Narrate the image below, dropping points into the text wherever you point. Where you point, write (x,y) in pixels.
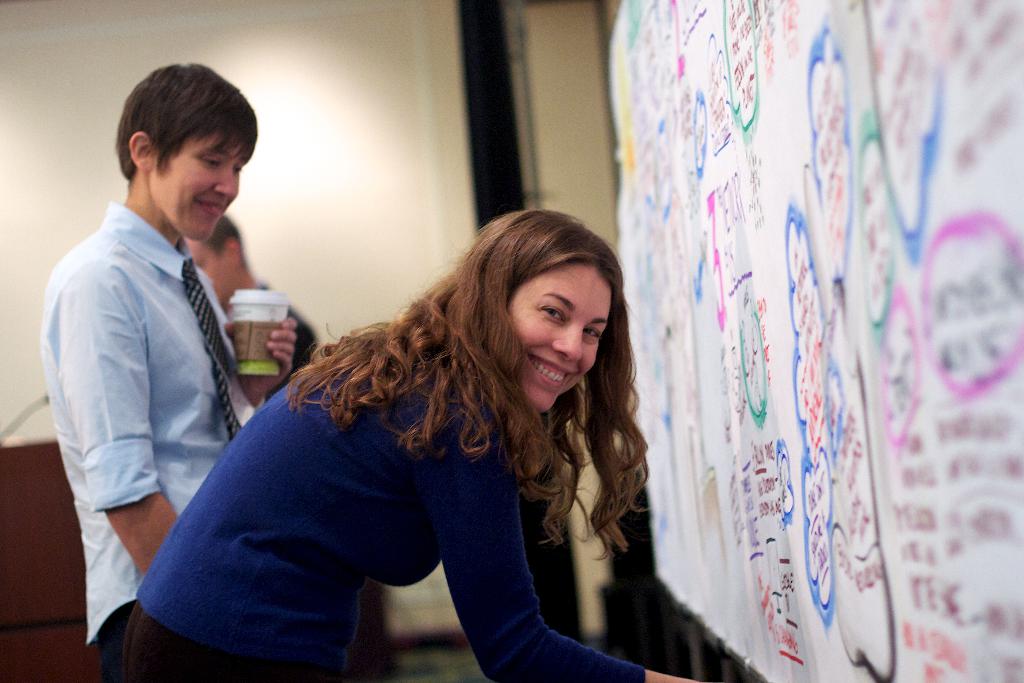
In this image we can see one white board (953,535) with text (965,2) attached to the wall (451,92) on the right side of the image (894,297), two men (214,250) standing, one podium (27,458), one man (56,402) holding a cup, few objects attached to the wall (25,425), one object (6,438) on the podium (47,631), one woman (595,661) with a smiling face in bending position in the middle of the image (541,307) and the background (422,602) is blurred.
